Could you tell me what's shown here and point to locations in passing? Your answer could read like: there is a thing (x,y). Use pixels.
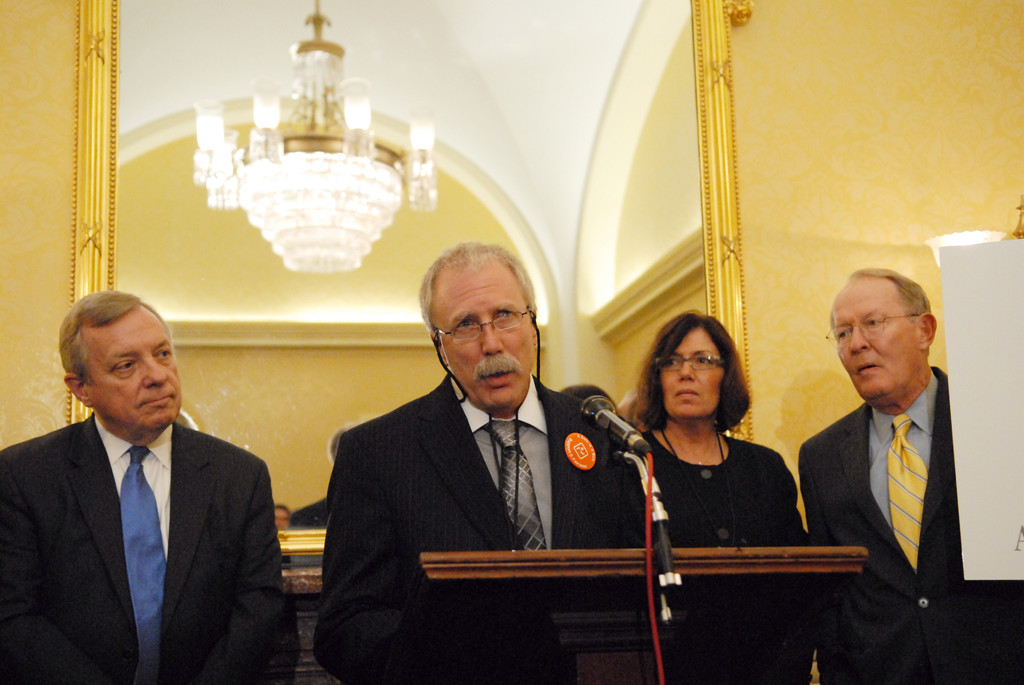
In this image I can see a man (590,505) is standing and talking in the microphone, he wore coat (489,490), tie (508,506), shirt (535,441). On the right side (703,391) there is a woman (699,470) looking at him. Two men (865,504) are standing on either side of him, behind him there is a mirror (353,229) in that there is an image of a light (302,165).
